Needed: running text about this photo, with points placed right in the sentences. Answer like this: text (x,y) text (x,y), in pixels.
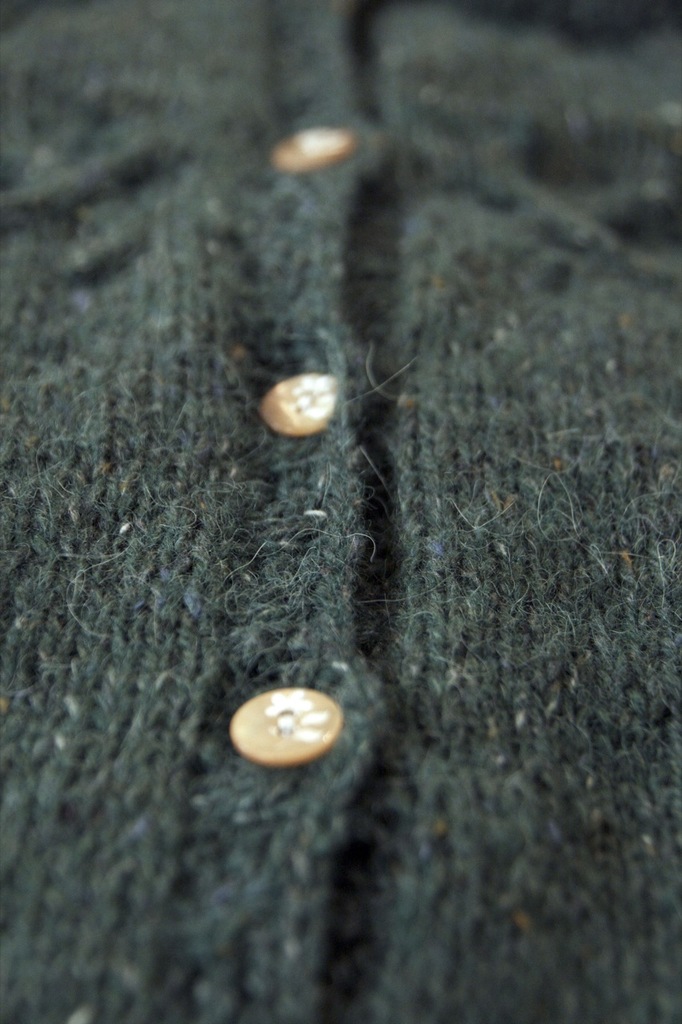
In this picture we can see a cloth (586,826) in the front (586,826), there are three buttons (291,165) in the middle (298,386).
